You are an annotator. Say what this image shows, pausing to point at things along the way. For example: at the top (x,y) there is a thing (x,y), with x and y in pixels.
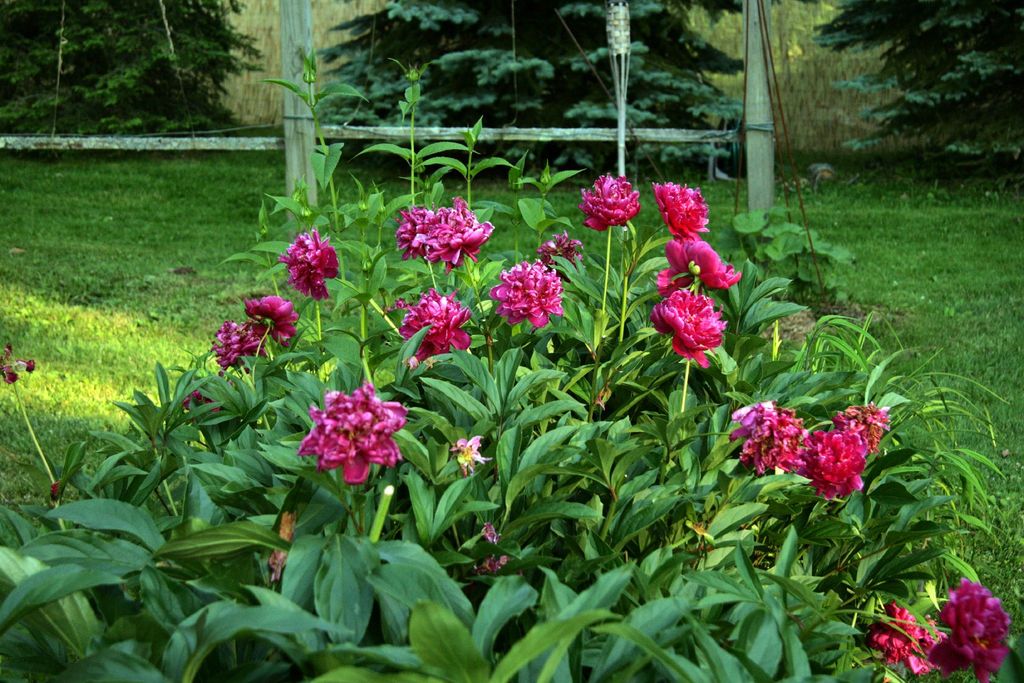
Here we can see plants (698,496), flowers (761,473), and grass (874,287). In the background (669,161) there are trees (531,51).
